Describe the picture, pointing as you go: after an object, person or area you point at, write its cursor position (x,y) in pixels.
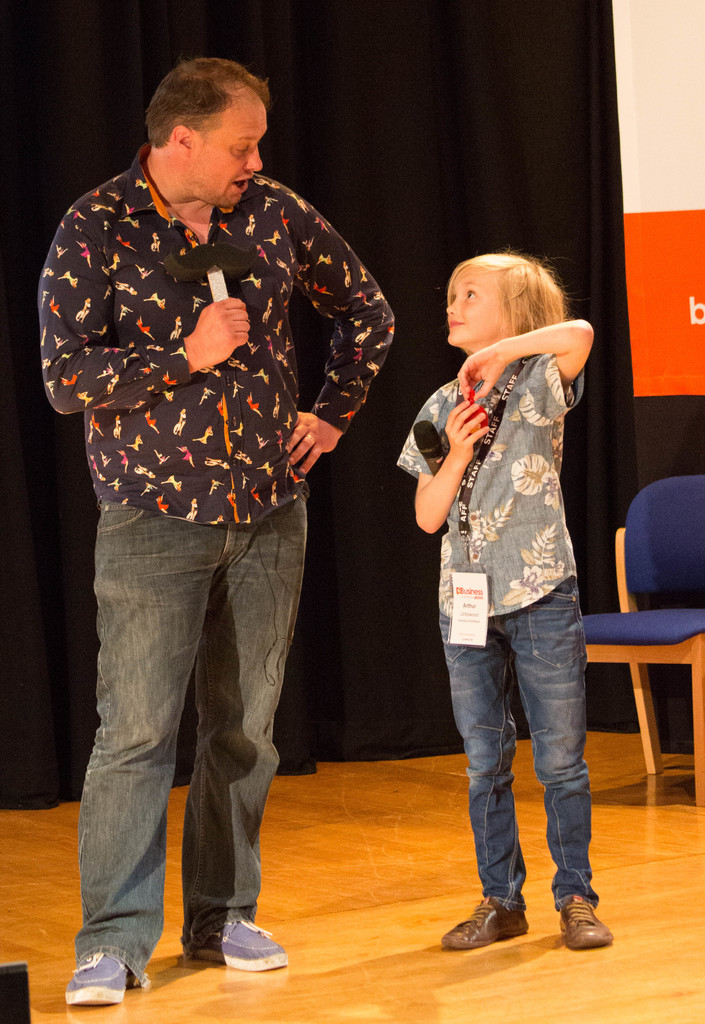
In this image there is a man (229,421) and a boy (458,481) standing on the floor (460,972). They are holding microphones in their hands (449,440). Behind them there is a curtain (398,91) on the wall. To the right (633,640) there is a chair (652,634). The boy (497,592) is wearing an identity card (483,604).
